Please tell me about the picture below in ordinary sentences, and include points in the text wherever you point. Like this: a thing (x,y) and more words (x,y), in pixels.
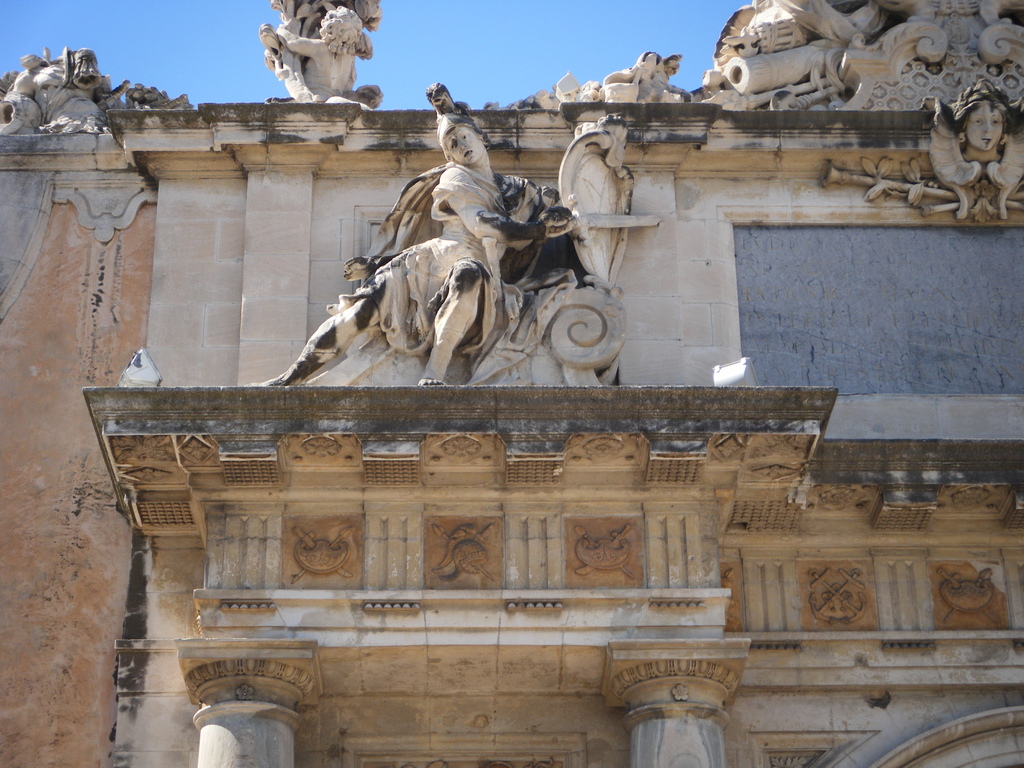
Here I can see a part of a building (51,232). At the bottom (239,732) there are two pillars (279,741). At the top (60,111) there are few sculptures (496,287) and carvings (425,534) on the wall (699,309). At the top of the image (574,60) I can see the sky (504,28) in blue color.
